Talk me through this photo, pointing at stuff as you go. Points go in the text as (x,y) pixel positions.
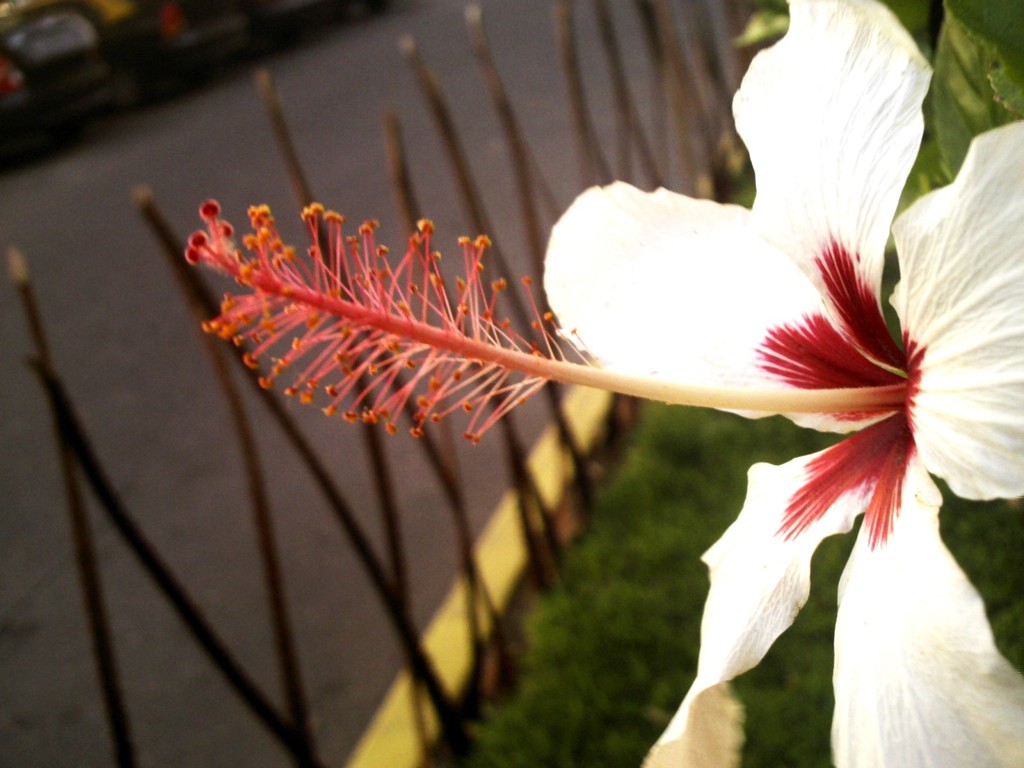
In the foreground of the picture (796,341) there is a flower (574,342). The background (540,609) is blurred. In the background (477,586) there are grass (632,524), railing (150,208), road (166,121) and autos (131,75).
